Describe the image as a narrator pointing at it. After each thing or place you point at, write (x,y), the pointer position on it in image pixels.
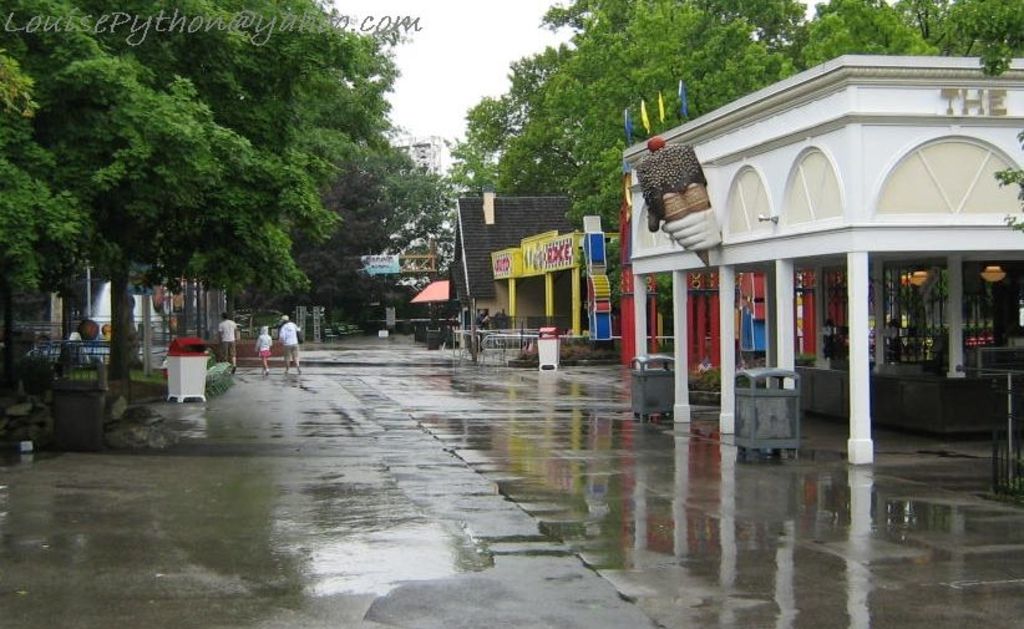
In the center of the picture (370,364) it is road (503,458). The road (403,461) is wet on the right (841,236) there are buildings (841,236). On the top right (770,29) there are trees (691,25). To the left (191,379) there is a dustbin (172,376), the railing (87,355) and a bench (208,365). There are few people (268,339) walking down the road (316,356). To the top left (166,160) there are trees (243,128). sky (435,61) is cloudy.
